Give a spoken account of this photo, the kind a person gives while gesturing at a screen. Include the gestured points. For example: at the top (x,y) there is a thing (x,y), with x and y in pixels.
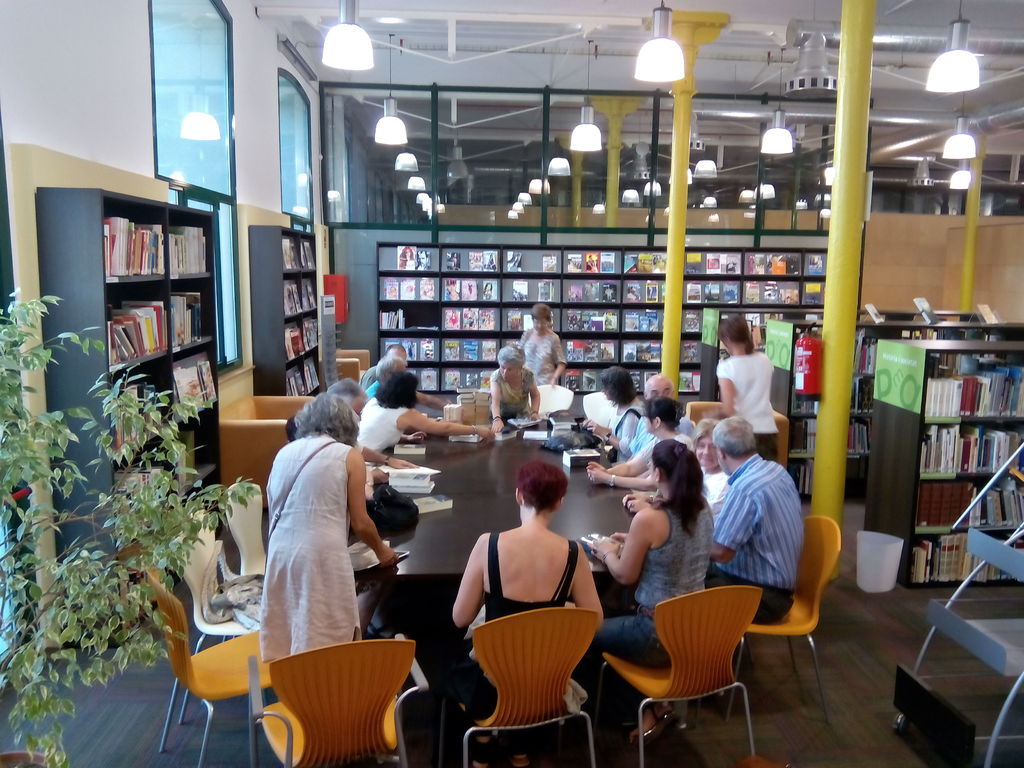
There are so many people (763,539) around a table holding a books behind them there is a big bookshelf (984,420) with books (937,467) in it.
